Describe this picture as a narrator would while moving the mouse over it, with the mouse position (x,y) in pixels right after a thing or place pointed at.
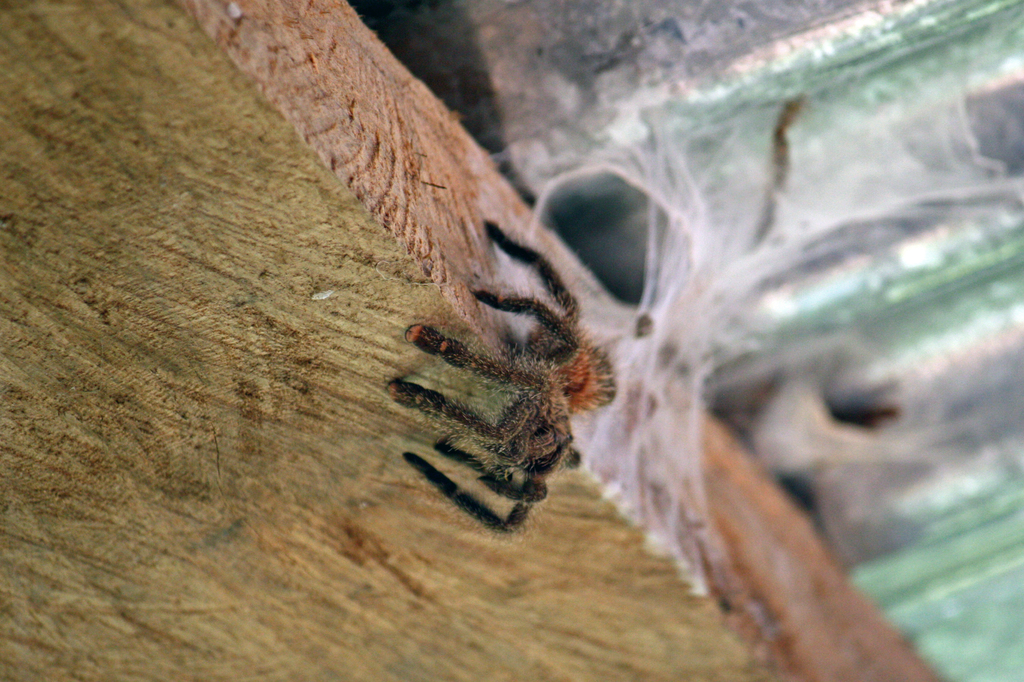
In this image there may be a spider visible on wooden floor (242,490).
